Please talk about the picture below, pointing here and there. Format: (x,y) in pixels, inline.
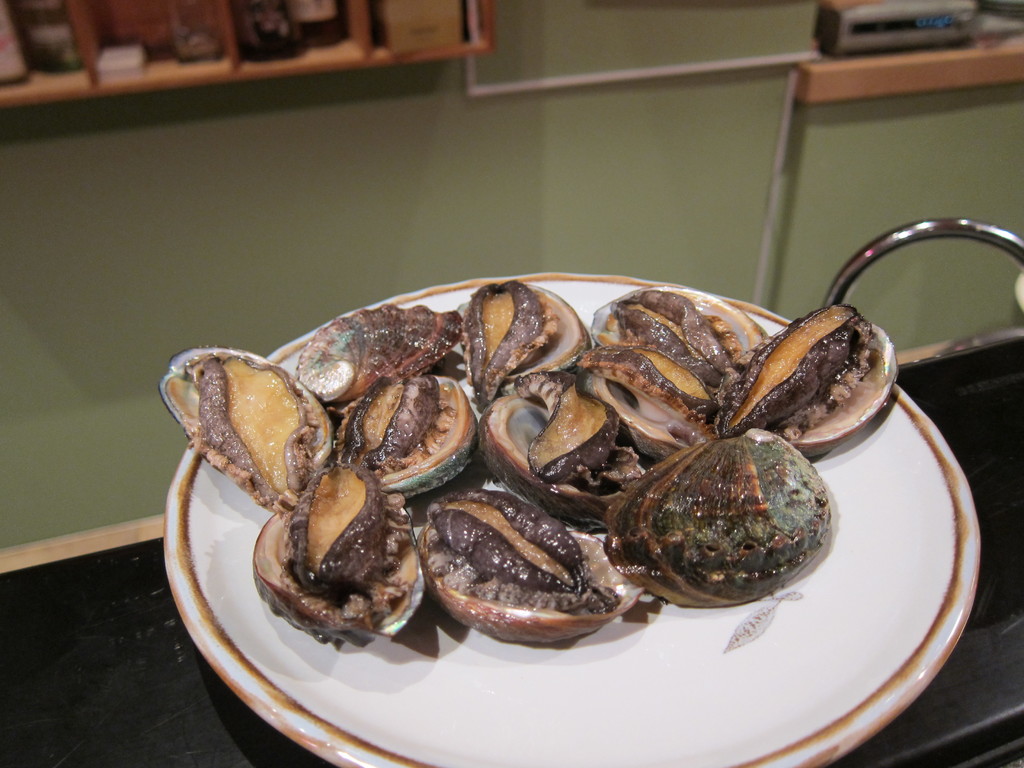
In this image we can see food item (555,427) in a plate (513,453) which is placed on a surface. Behind the plate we can see a wall (464,69) and few objects (460,37) placed on the shelf (226,59).
